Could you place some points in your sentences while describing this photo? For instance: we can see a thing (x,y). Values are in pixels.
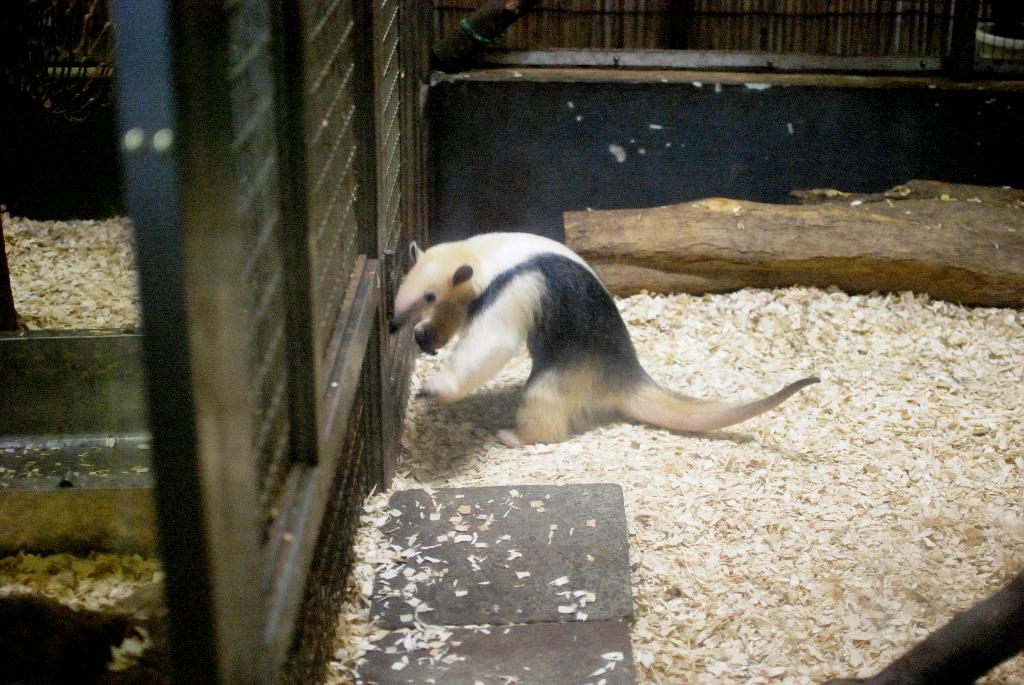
In this image we can see an animal (629,386) on the saw dust (716,495) beside a fence (290,387). We can also see a wooden log (1001,209).
